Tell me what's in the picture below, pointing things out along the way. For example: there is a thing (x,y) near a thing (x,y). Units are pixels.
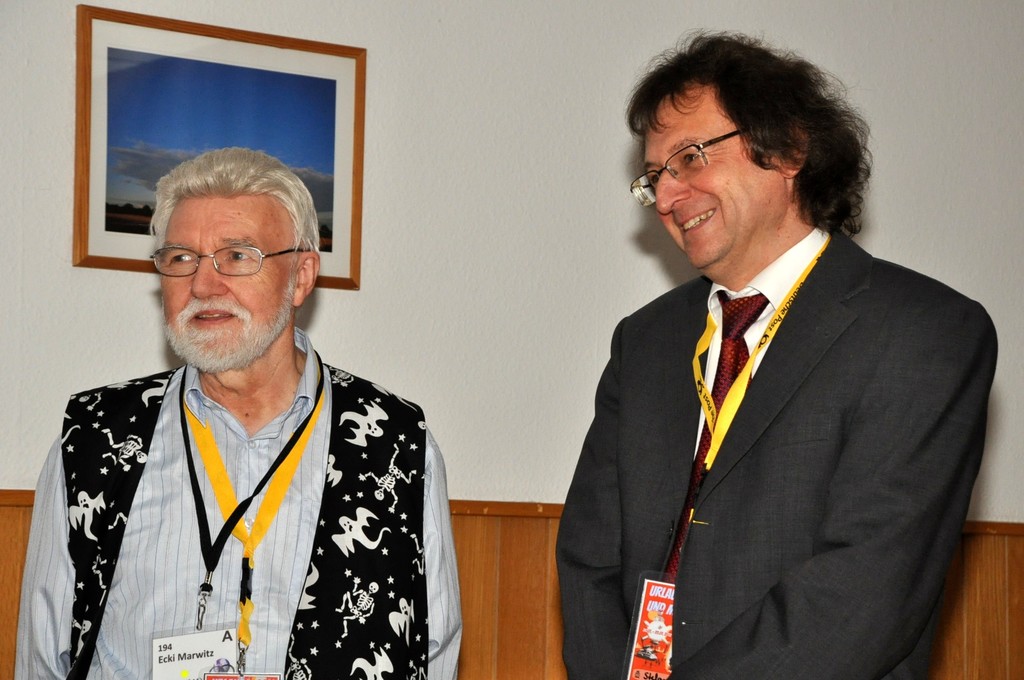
In this picture we can see two men (122,639) wore spectacles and standing and smiling, blazer (679,455), tie (732,355), id cards (663,577) and in the background (533,626) we can see a frame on the wall (519,285).
